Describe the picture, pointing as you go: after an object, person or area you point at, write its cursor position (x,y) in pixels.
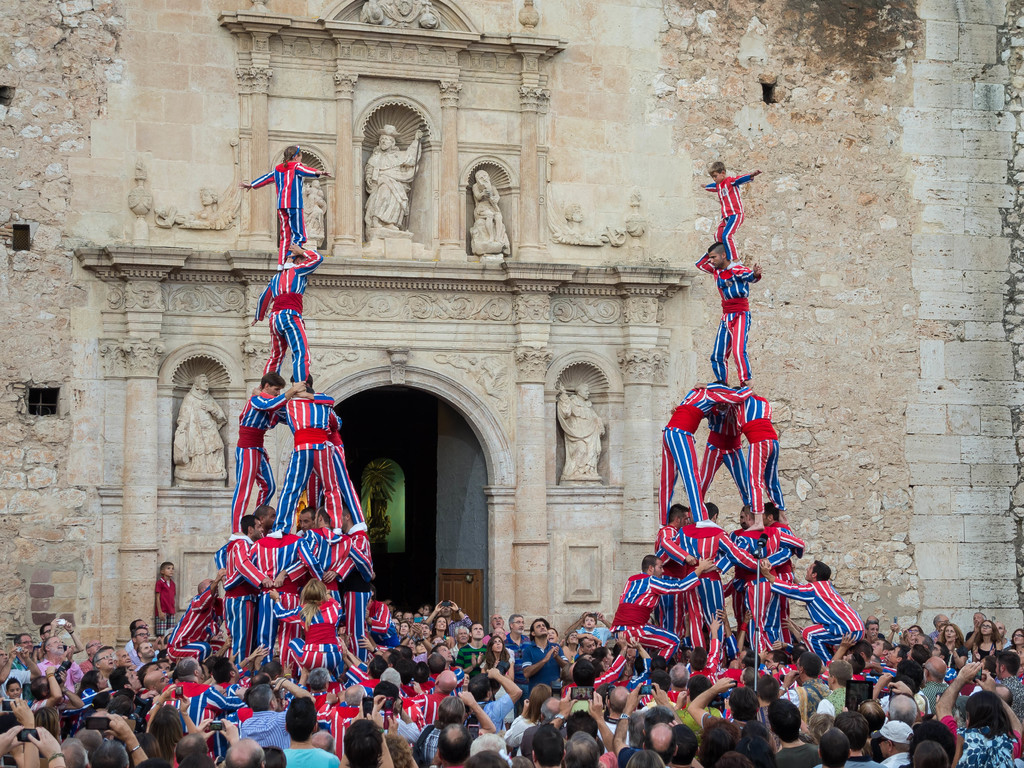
In the foreground of this picture (344,497), there are persons (337,470) performing pyramid (289,391) and also crowd (773,726) around them. In the background (530,111), there is a wall (543,24) with sculptures (181,473).
